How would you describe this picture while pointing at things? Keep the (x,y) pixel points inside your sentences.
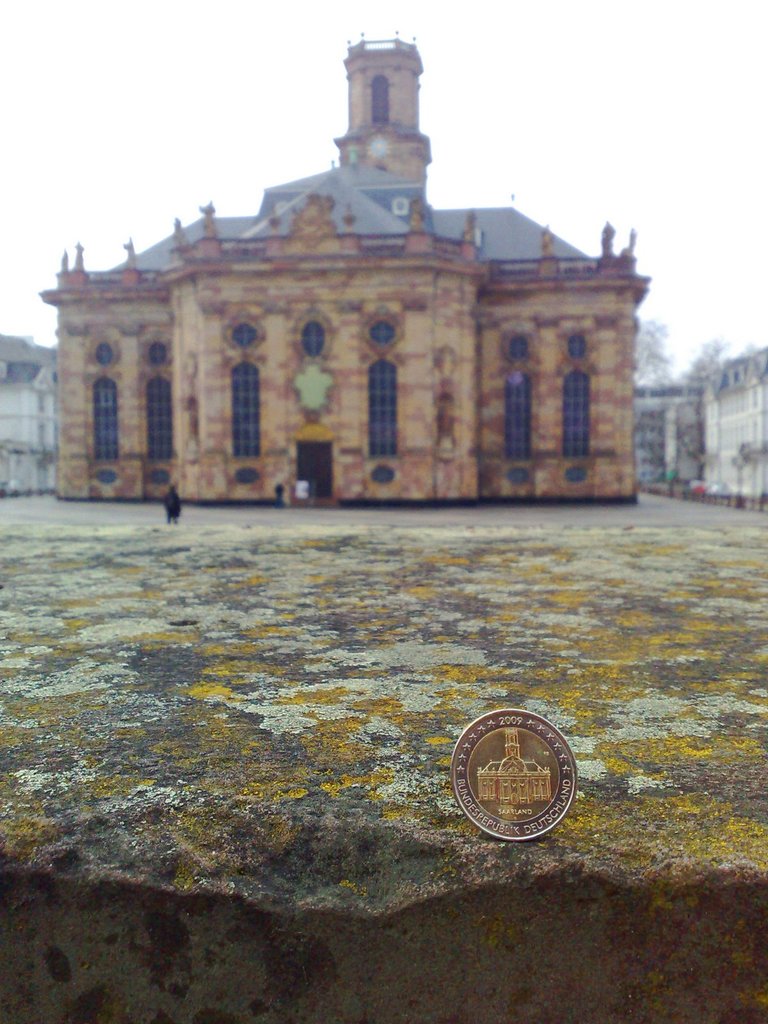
In this image, we can see a rock (283,774) and in the background (297,280), there are buildings (602,355) and some people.
